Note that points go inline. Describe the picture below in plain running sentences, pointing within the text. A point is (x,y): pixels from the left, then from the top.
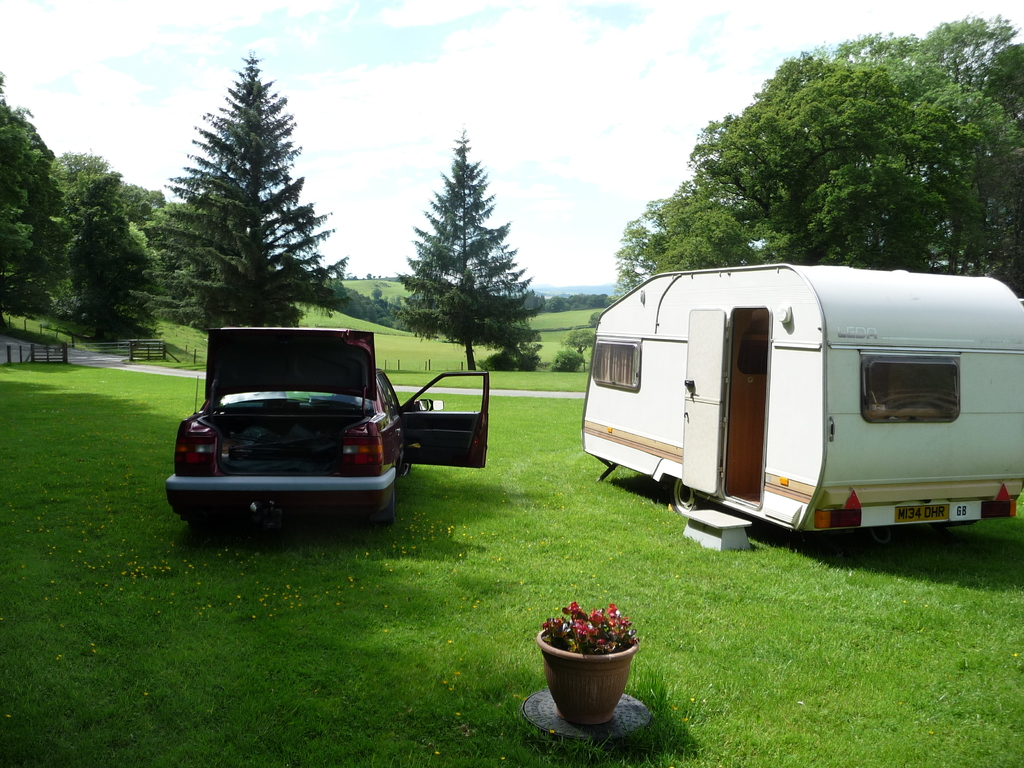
In this picture I can see vehicles (476,437), flower pot (611,670) and trees (704,145). On the left side (91,350) I can see fence (97,347), road (69,359), grass (194,381) and the sky (416,103) in the background (410,127).
